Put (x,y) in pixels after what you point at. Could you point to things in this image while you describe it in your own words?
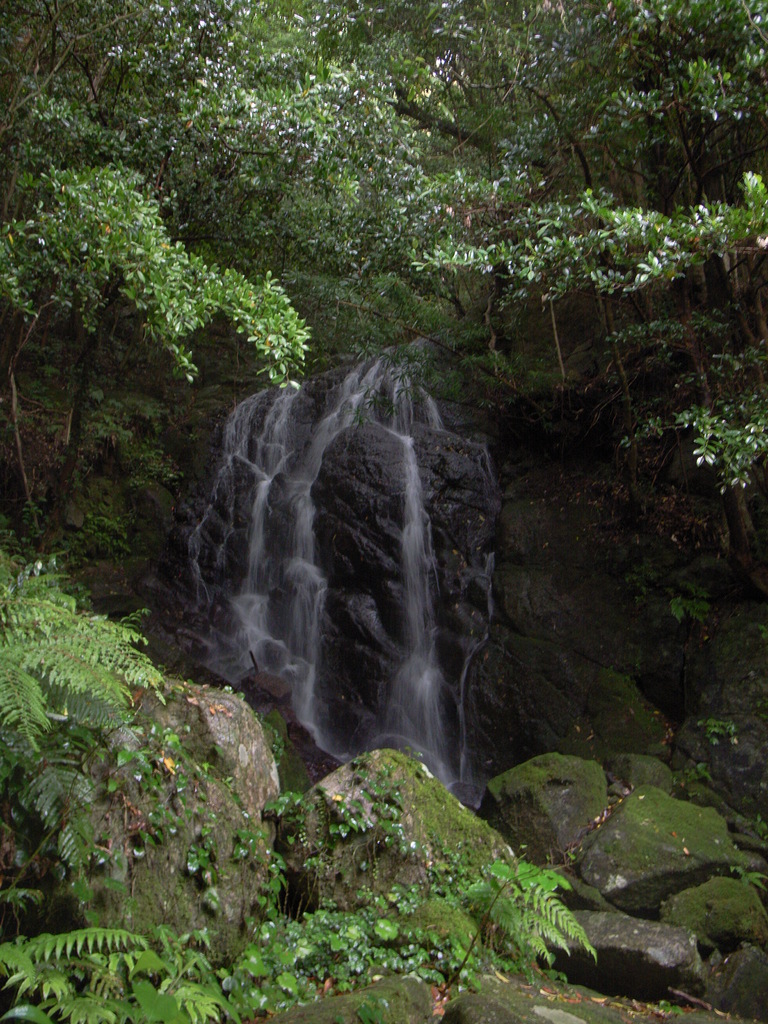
In this image we can see river (476,648), mountain (492,699) and trees (336,215).
